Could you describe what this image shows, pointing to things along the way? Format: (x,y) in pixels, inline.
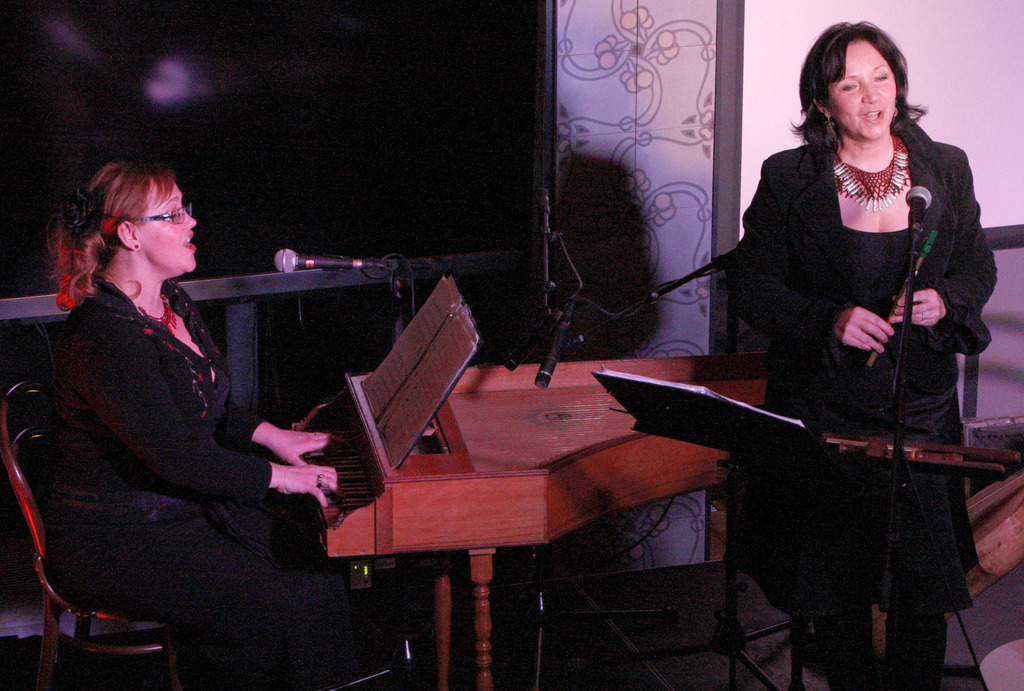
In this image there is a lady (896,224) on the right side (946,287). In front of her there is a stand (787,432) and a mic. On the left side (178,432) there is another lady (92,453) who is sitting in the chair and playing the piano (333,456). In front of her there is a mic (309,263) and a book (415,381). In the background (705,61) there is wall (654,102) on which there is a design (632,122).
